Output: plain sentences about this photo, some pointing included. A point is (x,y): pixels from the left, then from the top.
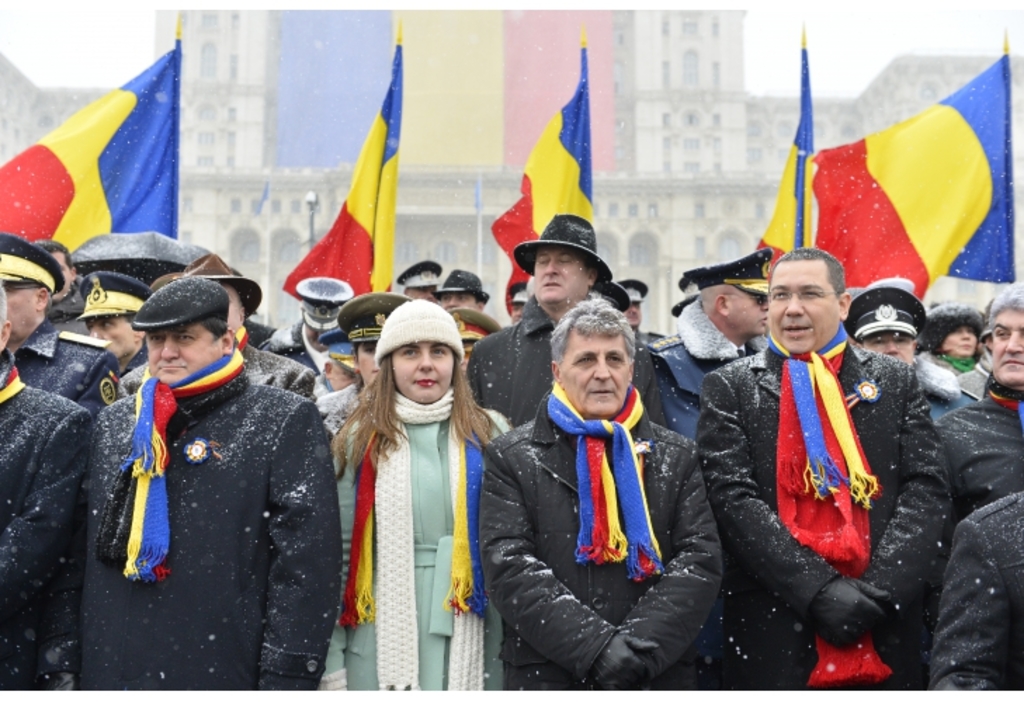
This image is taken outdoors. In the background (465,200) there is a building (223,145) with walls (211,140), windows (282,244), pillars (263,266), balconies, doors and roofs (42,78) and there are a few flags (107,149). In the middle of the image (474,297) many people (140,333) are standing on the ground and they have worn scarves (461,473), jackets (411,470) and caps (342,324) and there is a snowfall (217,172).
